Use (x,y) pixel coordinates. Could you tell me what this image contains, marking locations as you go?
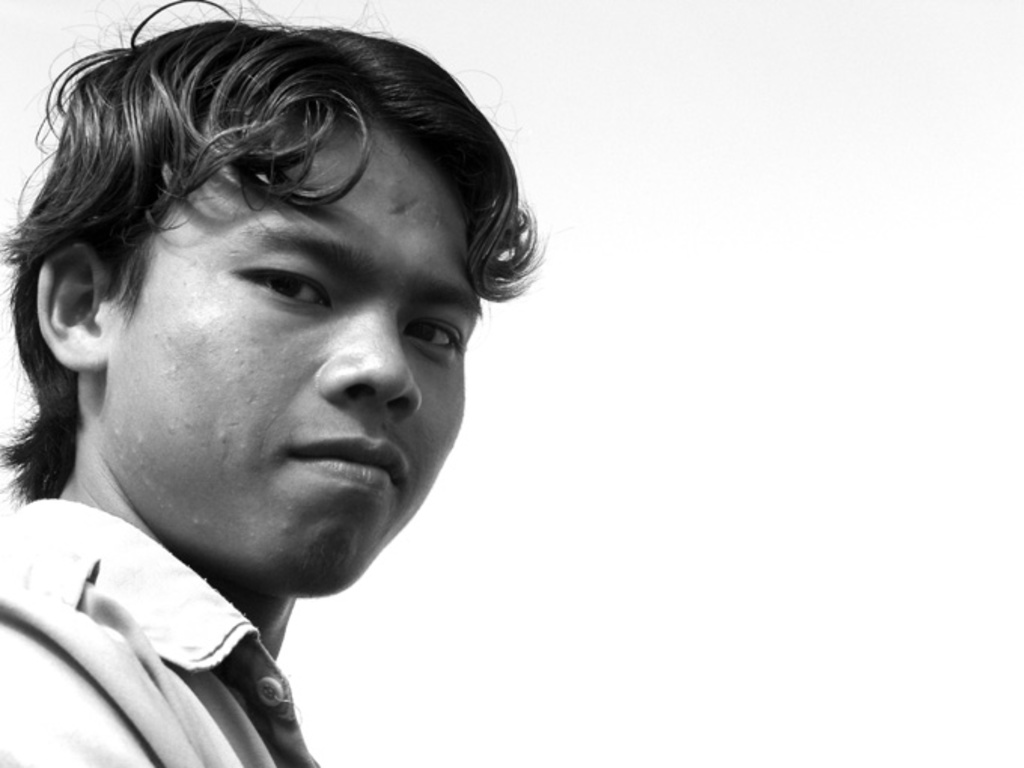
It is the black and white image of a man (255,481).
